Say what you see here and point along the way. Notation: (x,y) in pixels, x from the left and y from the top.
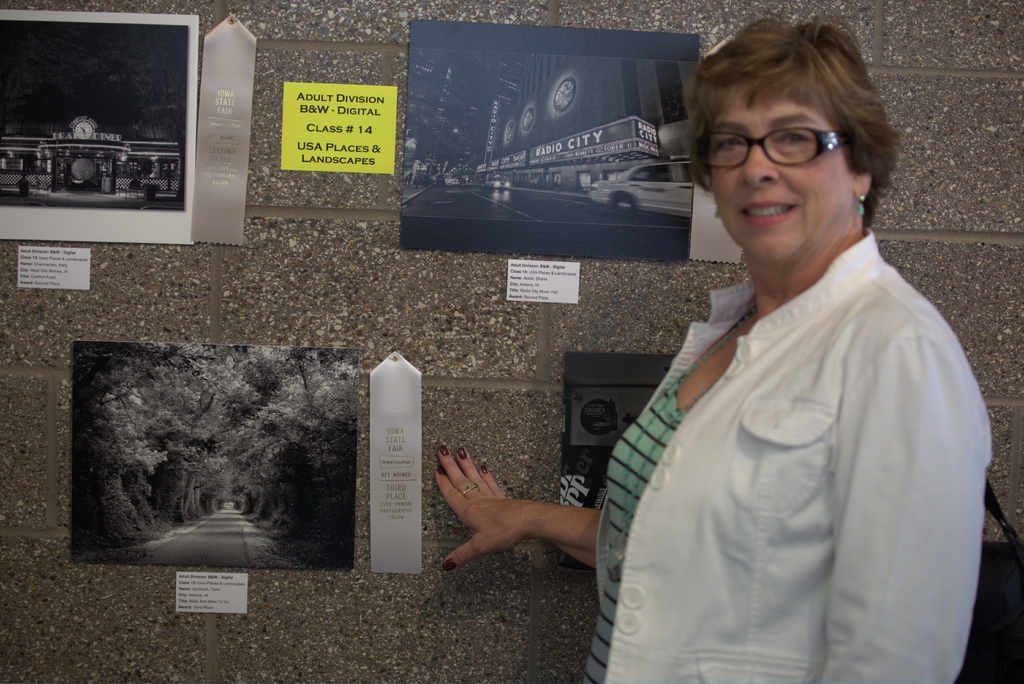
The woman (789,299) in front of the picture wearing the white shirt (833,391) is standing. She is wearing the spectacles (718,144) and she is smiling. She might be posing for the photo. Behind her, we see a wall (290,322) on which posters (180,417) or photo frames (130,210) are placed. We even see the small posters (79,277) in white and yellow color with some text (335,160) written on it is placed on the wall (338,323).
